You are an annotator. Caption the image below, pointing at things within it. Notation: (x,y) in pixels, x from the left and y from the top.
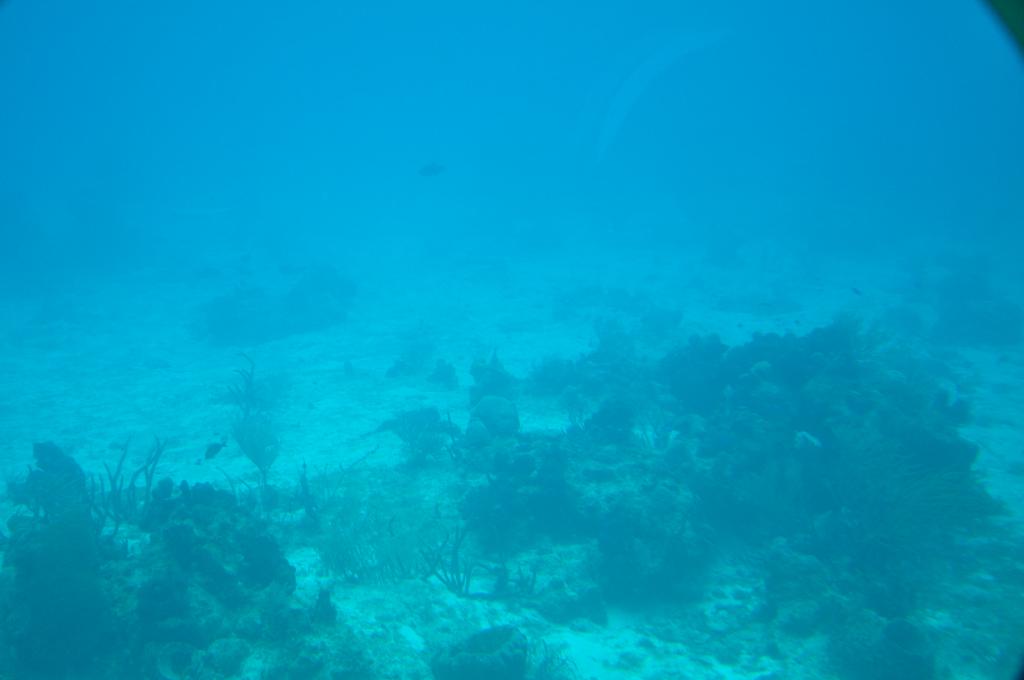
This picture is taken under the sea (564,297). There are few plants (791,538) and rocks (492,648) on the land (313,371). Few fish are in water (515,155).
